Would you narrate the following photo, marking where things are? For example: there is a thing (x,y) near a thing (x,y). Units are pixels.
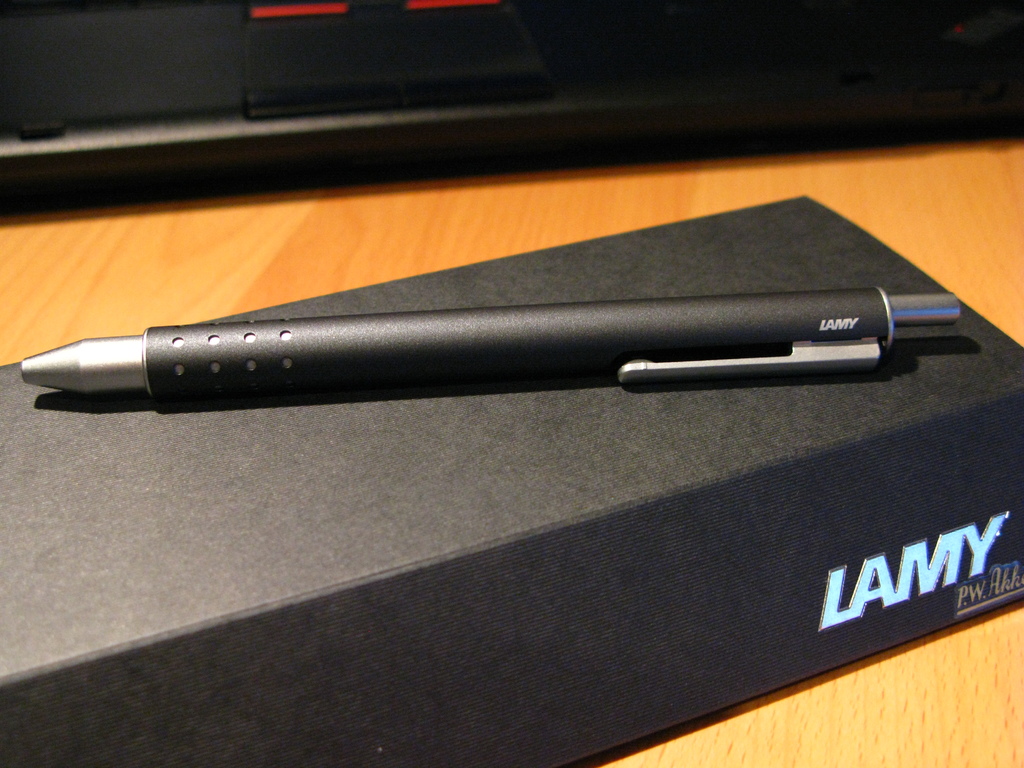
In this image, we can see a pen (294,365) is placed on the black box (478,556). Background we can see a wooden surface (807,751). Top of the image (891,106), we can see a black color object (453,86).
